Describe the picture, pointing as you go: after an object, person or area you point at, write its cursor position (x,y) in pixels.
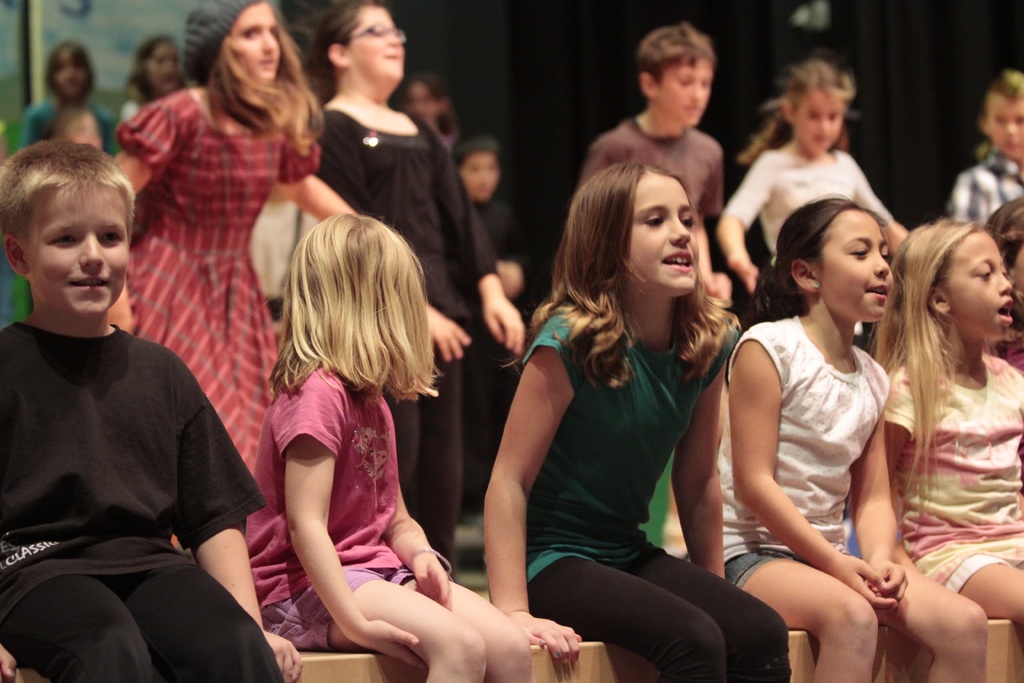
In this picture we can see a few kids (605,530) on the bench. There are some people (205,119) visible at the back (164,114). We can see a black background (503,74).
